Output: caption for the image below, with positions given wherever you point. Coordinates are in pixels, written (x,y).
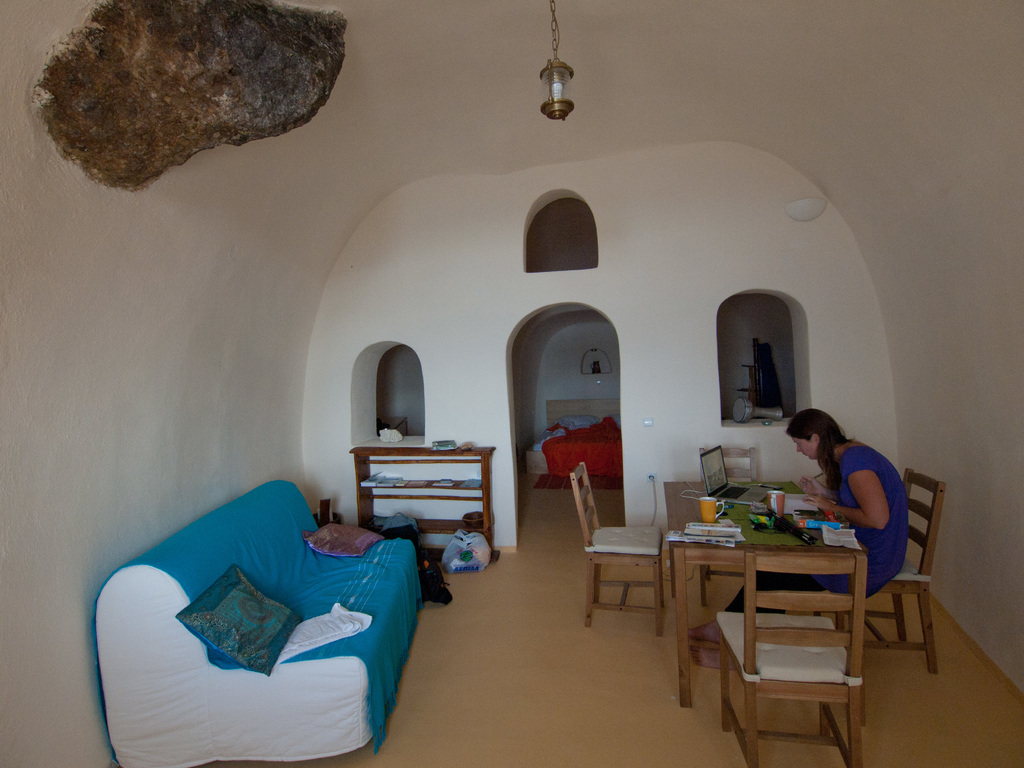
In this image I can see a woman (817,420) is sitting on a chair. Here I can see few more chairs (611,558), a table (692,520) and a sofa (301,495) with cushions (232,578) on it.
